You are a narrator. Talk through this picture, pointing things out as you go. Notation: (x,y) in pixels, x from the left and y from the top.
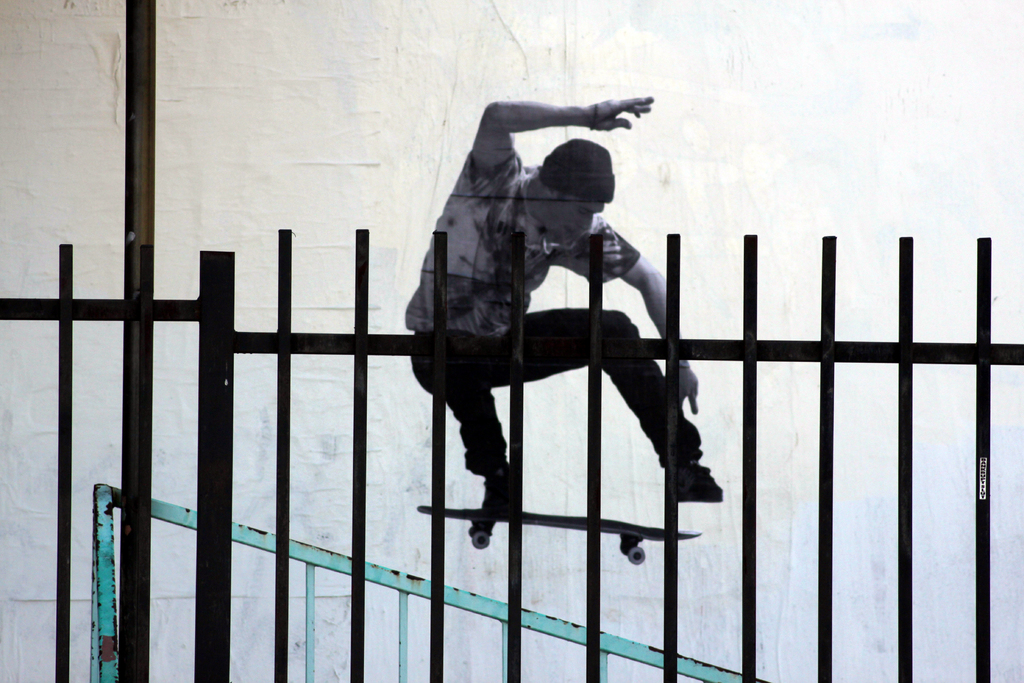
In this image we can see a metal fence (645,359). Behind it one man (555,189) is doing skating.
